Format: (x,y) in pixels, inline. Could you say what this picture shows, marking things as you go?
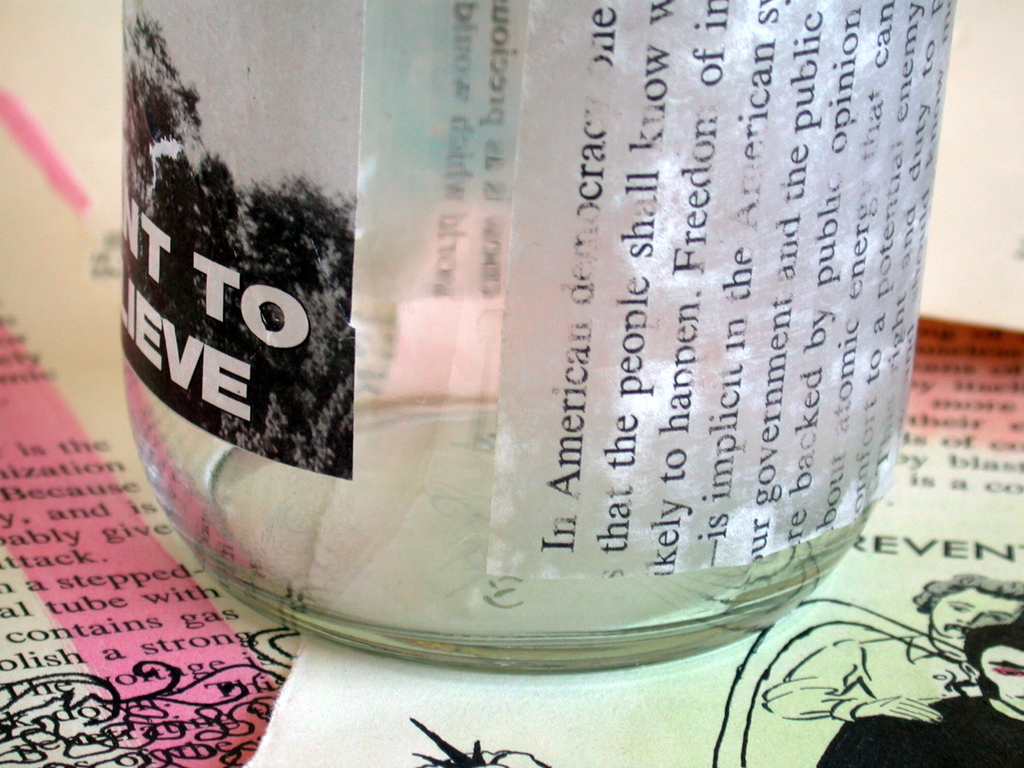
In this image there is a bottle (166,449) on the papers (53,733). Bottle (383,583) is having some text (232,376) on it. Right side (881,739) there are few images (935,667) of two persons (943,584) and some text (896,549) on the paper (622,694).
